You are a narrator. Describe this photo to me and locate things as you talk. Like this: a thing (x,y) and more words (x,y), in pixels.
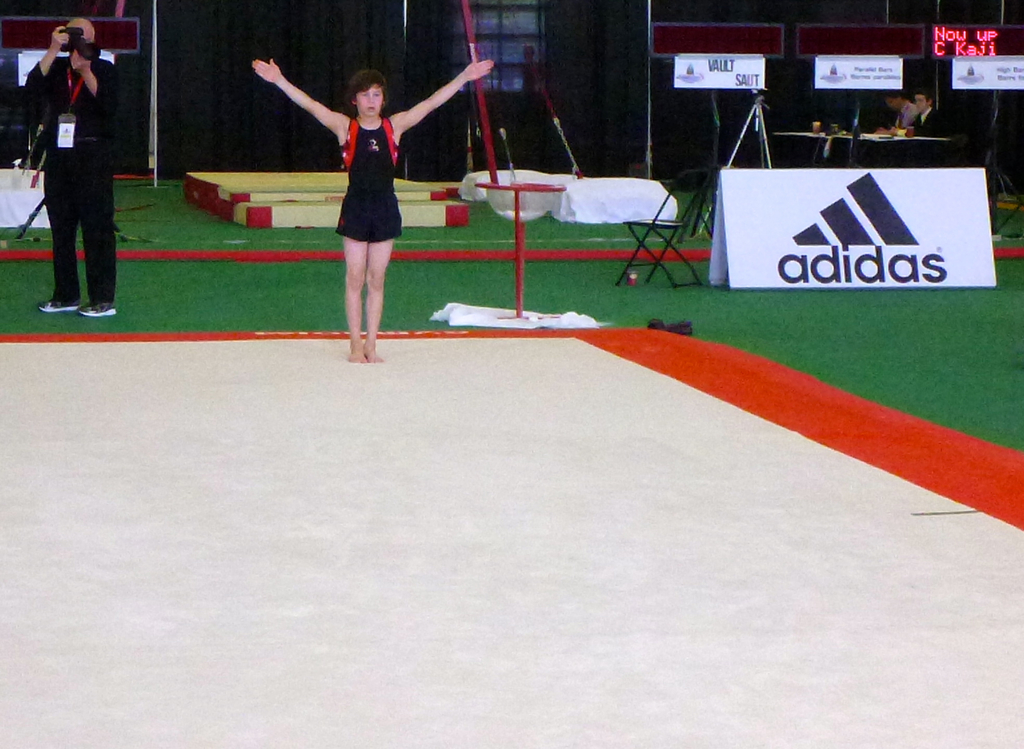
In this image I can see two person (101,67) standing, the person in front is wearing black color dress (379,186) and the person (86,123) at left (110,128) is holding a camera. Background (136,136) I can see few white color boards (716,225) and curtains (443,143) in black color.
